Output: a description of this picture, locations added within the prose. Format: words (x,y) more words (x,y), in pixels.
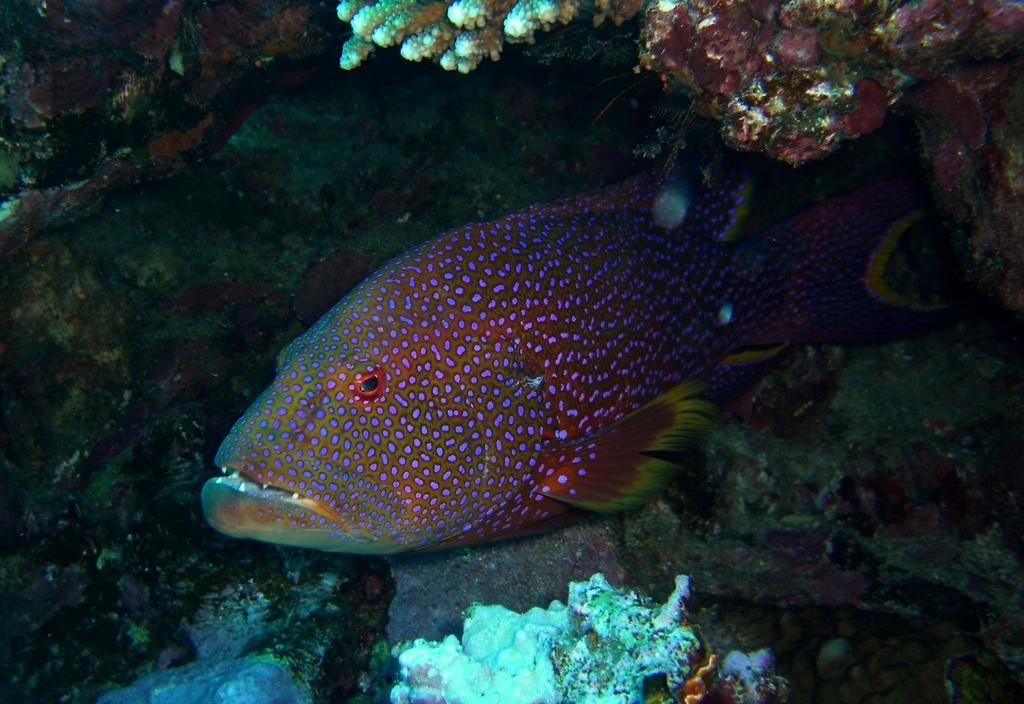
In this image we can see a fish (388,298) swimming in the water (498,577).
